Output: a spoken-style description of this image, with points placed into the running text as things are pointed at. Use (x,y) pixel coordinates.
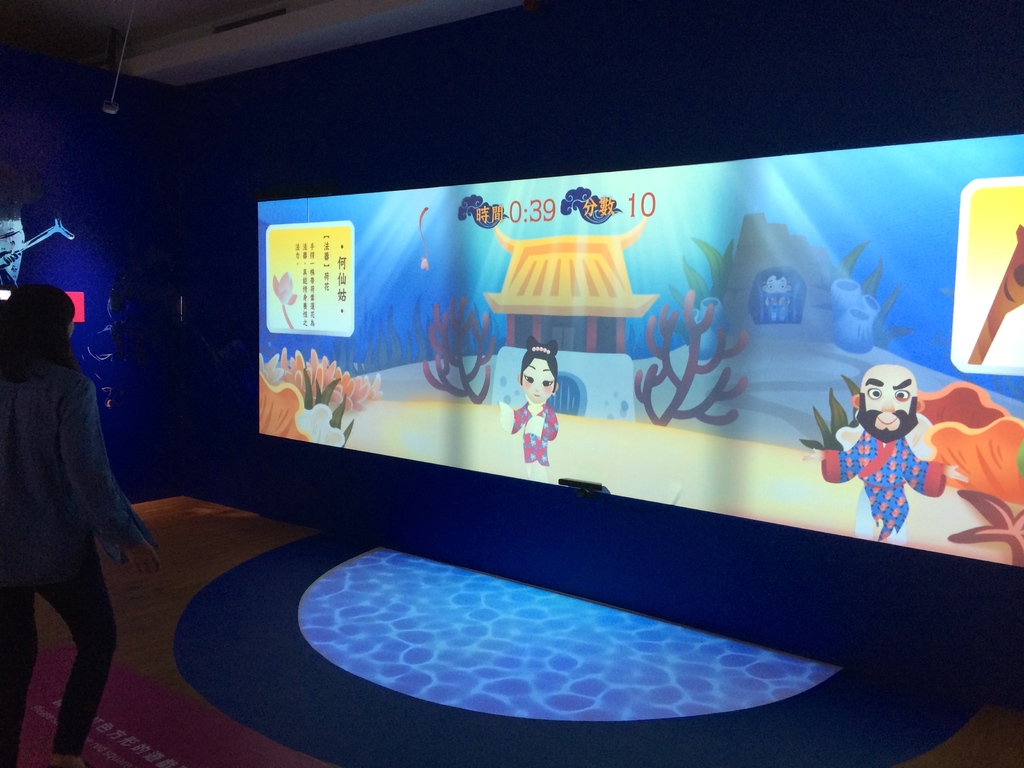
As we can see in the image there is screen (870,257), blue color wall (196,187) and on the left side (63,525) there is a person (63,525) standing. The image is little dark.
